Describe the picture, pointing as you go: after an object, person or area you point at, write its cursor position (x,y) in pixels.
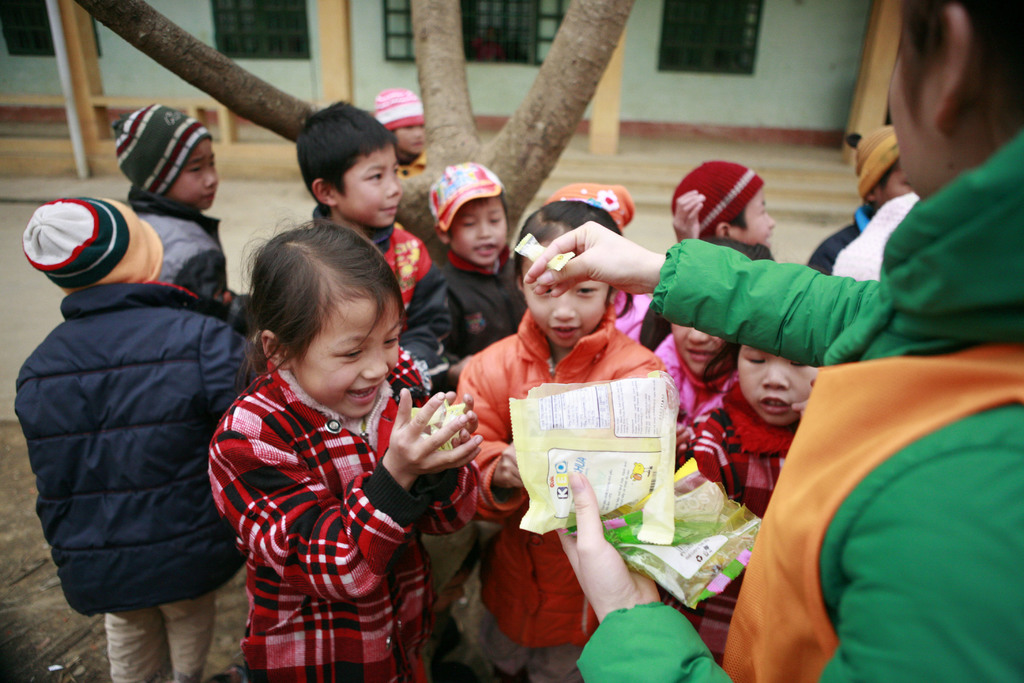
In this picture there is a person (565,271) standing on the right side of the image (811,462) and holding the covers (681,549). There are group of children (305,167) standing and in the foreground (425,436) there is a girl (349,423) standing and smiling and holding the chocolates (450,407). At the back (483,98) there is a building (483,98) and there is a tree (440,11).
